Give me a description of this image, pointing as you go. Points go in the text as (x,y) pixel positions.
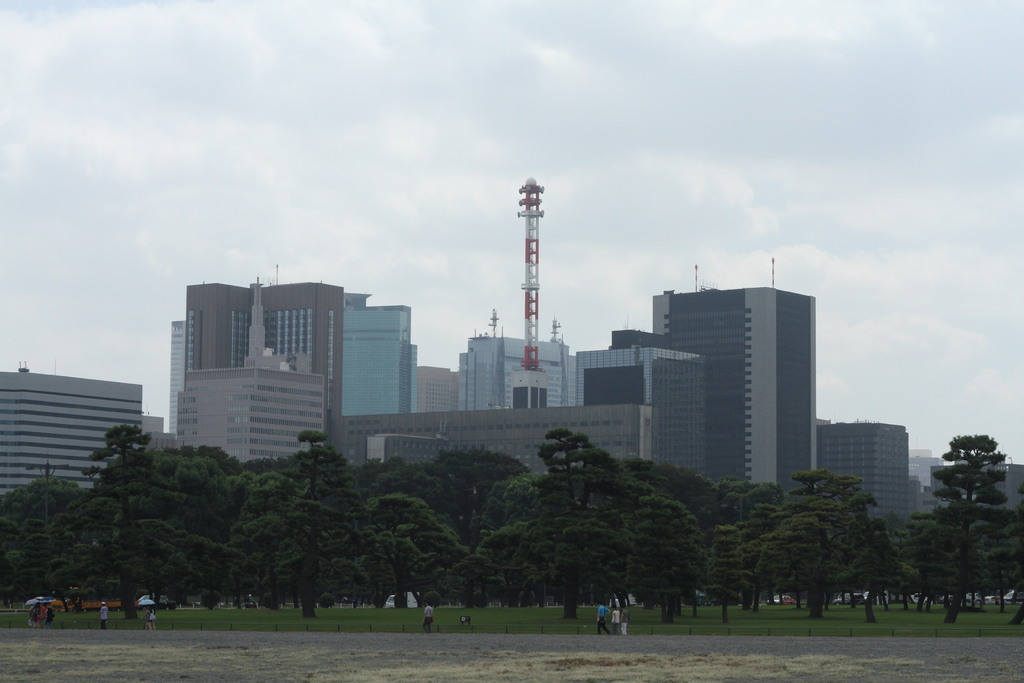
In this image people (601,622) are walking on a road (409,645), in the background (137,579) there are trees (244,555), buildings (463,428) and a cloudy sky (487,196).
